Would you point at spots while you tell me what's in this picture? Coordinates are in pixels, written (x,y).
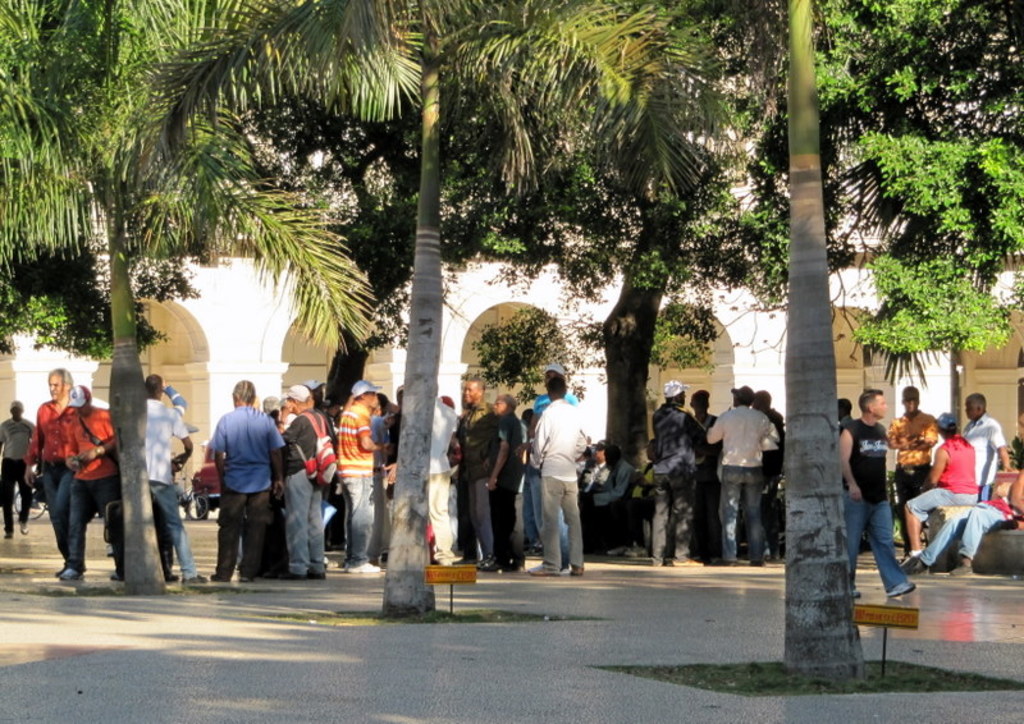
In the picture I can see a group of people (612,489). I can see a few of them (701,424) are standing on the floor (16,542) and having a conversation. I can see a few people (100,479) walking on the floor (5,555). I can see the trees (635,287). In the background (190,347), I can see the building (615,275) and I can see the arch design construction (285,332).
